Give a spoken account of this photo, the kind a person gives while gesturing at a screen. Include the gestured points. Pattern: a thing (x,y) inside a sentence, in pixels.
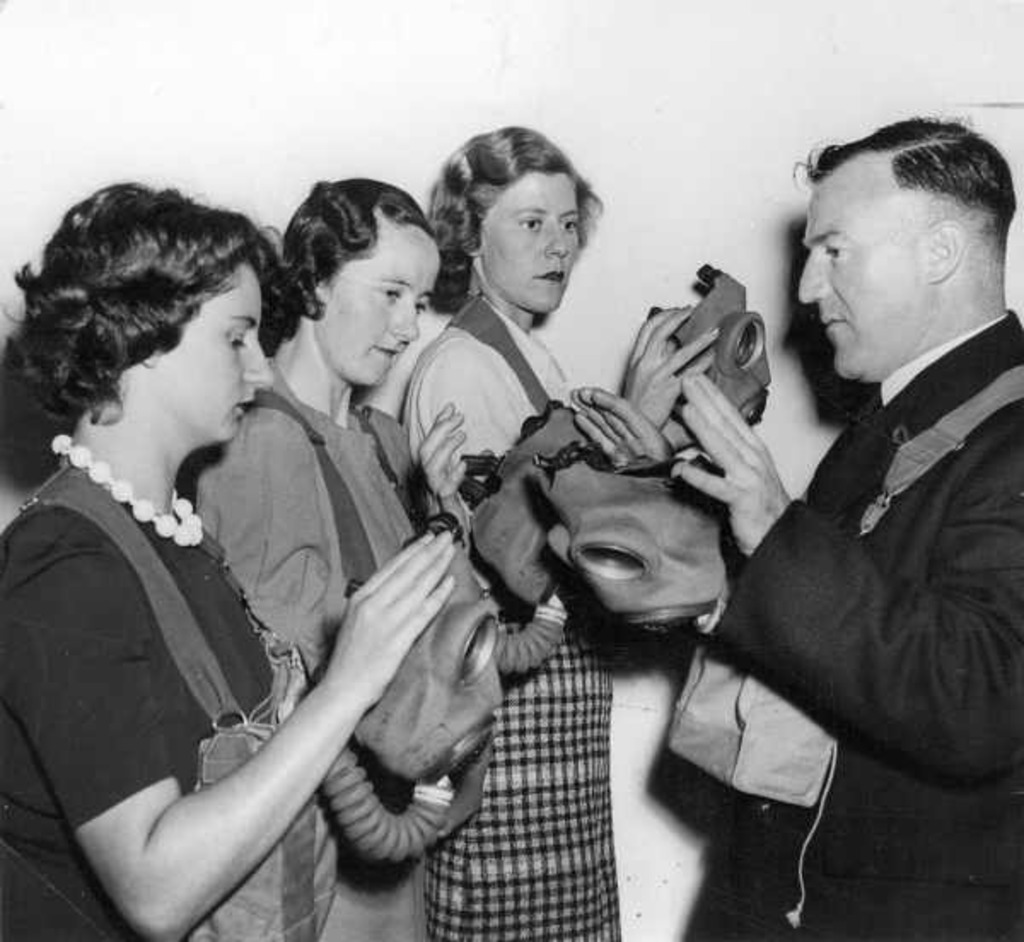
In this image we can see few people (768,842) and they are holding some objects (675,538) in their hands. There is a wall (650,147) in the image.
